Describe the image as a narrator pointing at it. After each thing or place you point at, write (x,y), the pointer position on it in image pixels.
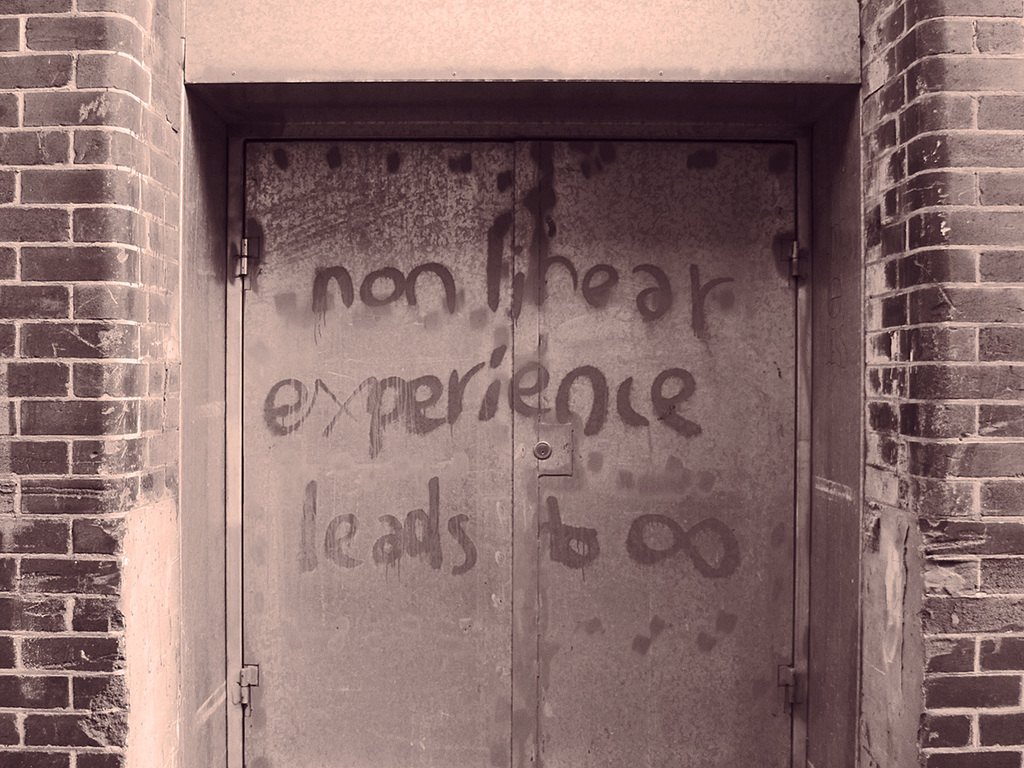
In this image we can see a door (465,361) with some text (517,400) on it and walls (944,269).
